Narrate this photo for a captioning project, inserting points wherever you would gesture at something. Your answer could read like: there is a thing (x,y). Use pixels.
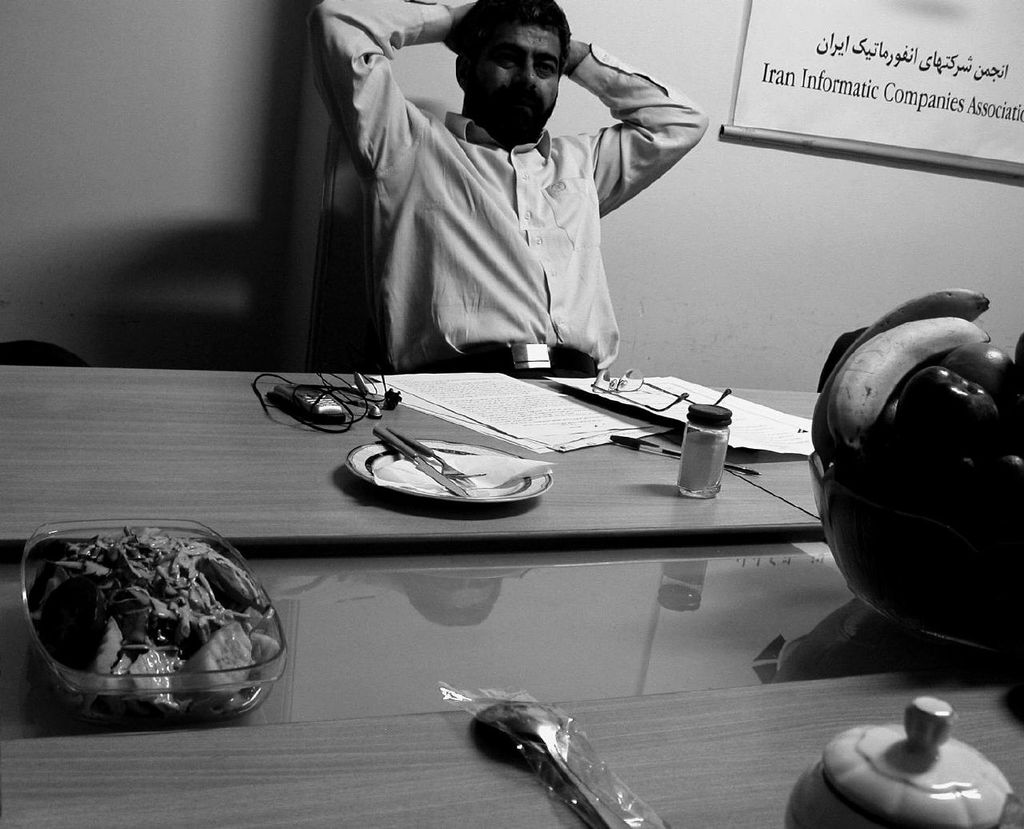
This is a black and white image where we can see spoon (538,741) in the cover (577,805), jar (861,794), glass bowl (251,701) in which some things (136,641) are kept, plate (430,493), cloth (484,464), knife (435,479), fork (463,477), mobile phone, earphones (351,415), bottle (698,473), pen (656,449), papers (536,409), spectacles (621,384) and fruits (883,434) in the bowl (849,539) are kept on the wooden table (636,470). In the background (406,304), we can see a person (505,251) wearing a shirt (500,288) is sitting near the table (542,812). Also, we can see the chart (923,93) on the wall (750,278).
